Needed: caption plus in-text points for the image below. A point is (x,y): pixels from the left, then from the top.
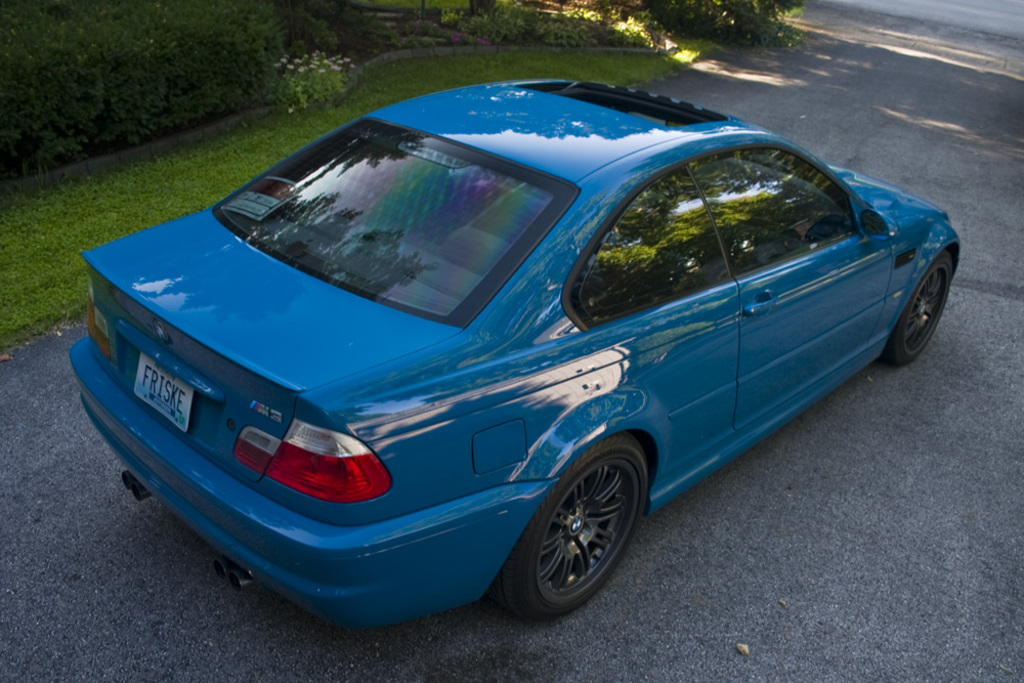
In this image I can see the road (826,532), a car (600,457) which is blue and black in color on the road (885,478), few trees (223,83) which are green in color, some grass (202,164) and few flowers (291,69) which are white in color.
